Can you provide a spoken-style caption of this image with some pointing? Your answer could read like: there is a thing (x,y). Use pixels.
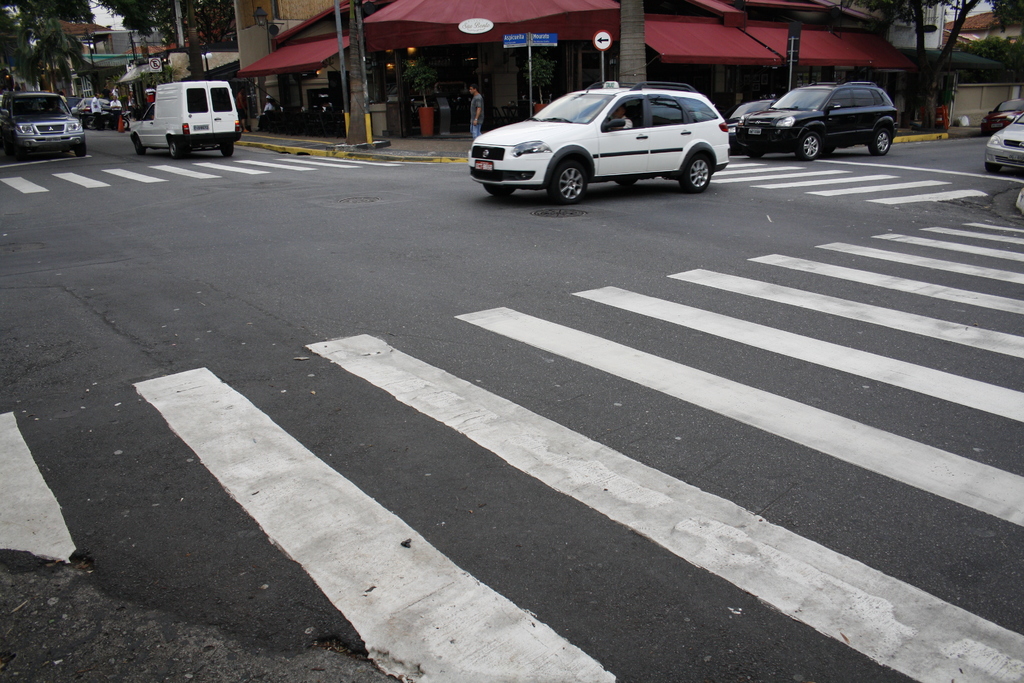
In this picture there is a view of the road (662,409) with some white color zebra marking (595,470). Behind there are some cars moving on the road (31,237). In the background (264,74) there is a red color roof shed shop (278,131) and some trees (74,48).
